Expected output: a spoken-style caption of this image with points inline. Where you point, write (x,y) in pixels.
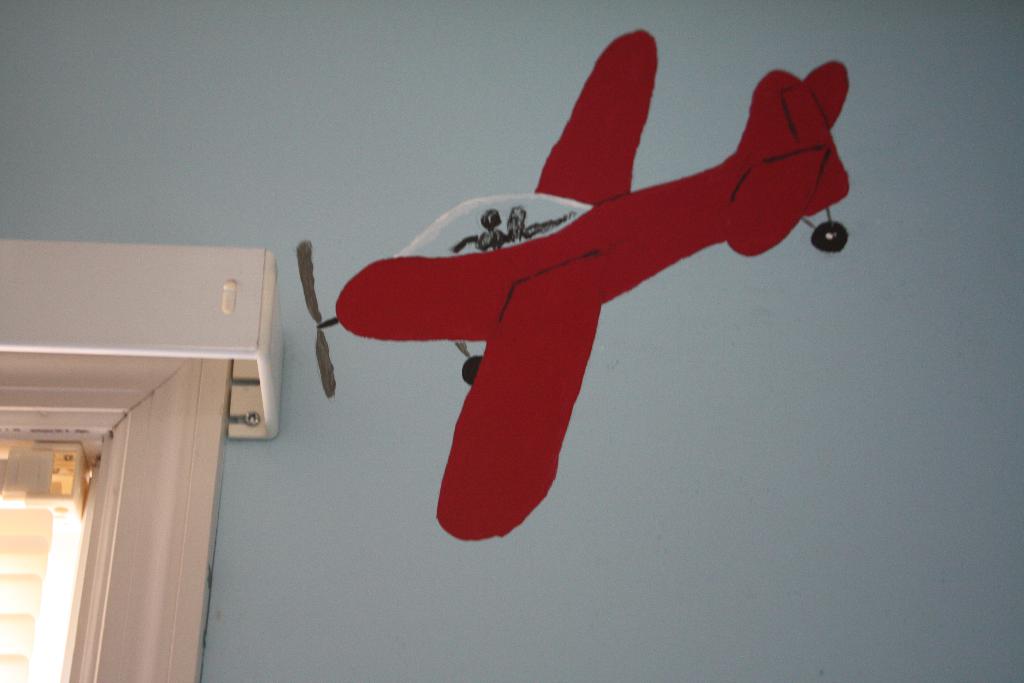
In the image we can see the wall (684,440) and on the wall (606,357) there is painting (505,286) of plane (546,344). Here we can see the window (42,595).
